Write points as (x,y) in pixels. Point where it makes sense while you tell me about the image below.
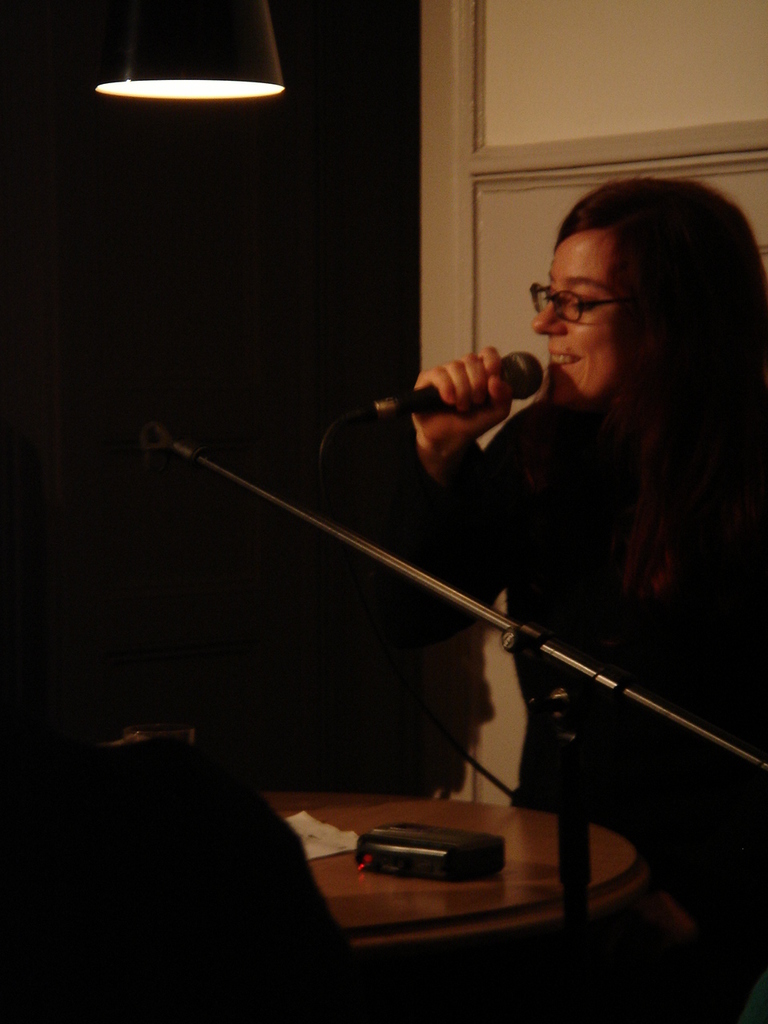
There is a woman (588,427) wearing specs (581,309) and holding a mic (395,400). In front of her there is a mic stand (578,664). There is a table (398,917). On the table (380,905) something is there. Also there is a light (197,97).
